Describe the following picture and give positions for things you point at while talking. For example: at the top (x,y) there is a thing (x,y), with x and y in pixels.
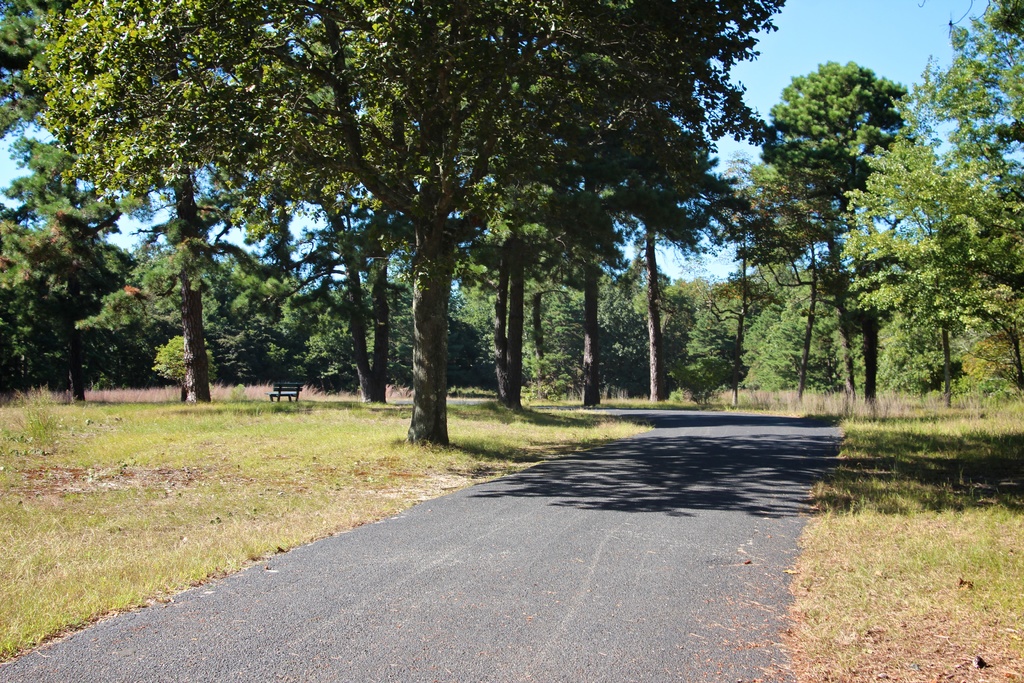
In this image we can see many trees (902,279) and plants (266,392). There is a road (669,568) in the image. There is a bench (279,388) in the image. There is a sky (874,39) in the image.
